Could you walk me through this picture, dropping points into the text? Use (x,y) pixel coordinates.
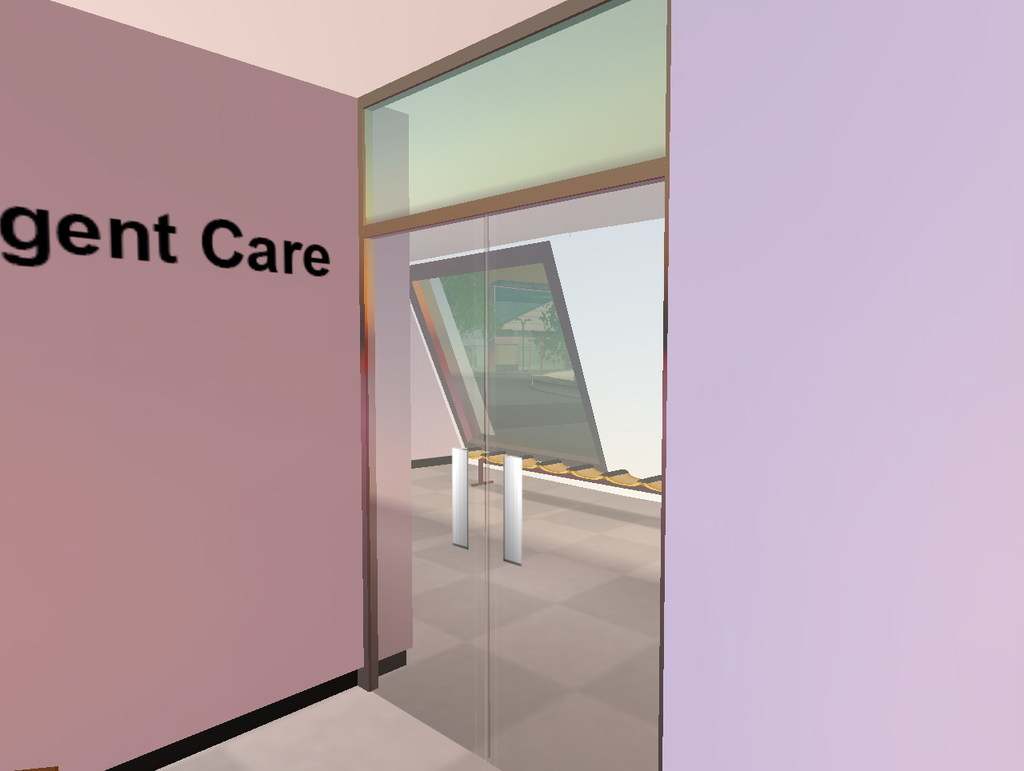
In this image there is a glass door (481,475), window (502,269), checks floor (531,620) and walls (670,331). Something is written on the wall (143,244). Through the glass window (455,276) I can see a light pole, trees (556,324), building (534,330) and road (537,421).
